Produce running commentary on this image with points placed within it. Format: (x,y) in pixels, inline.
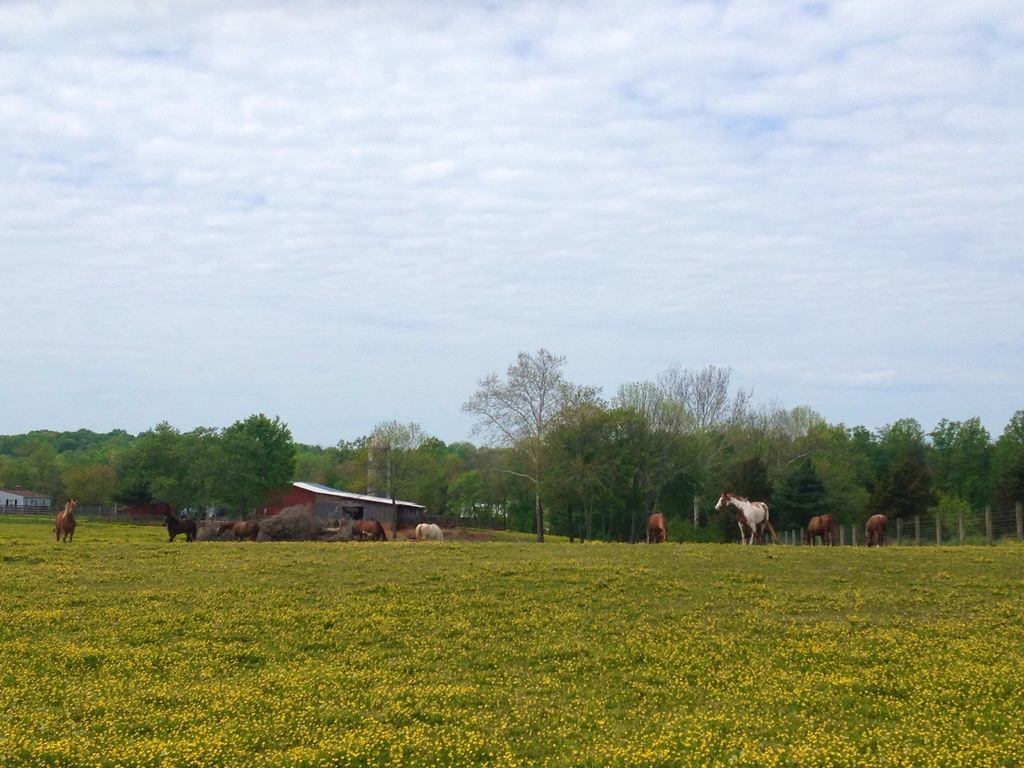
In this picture I can see many horse (754,504) on the farmland (144,527). At the bottom (478,686) I can see the yellow flowers (810,749) on the plants (654,726). In the background (153,499) I can see the shed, plants (636,521), fencing (969,521) and trees (212,470). At the top (452,91) I can see the sky (590,188) and clouds (630,212).
